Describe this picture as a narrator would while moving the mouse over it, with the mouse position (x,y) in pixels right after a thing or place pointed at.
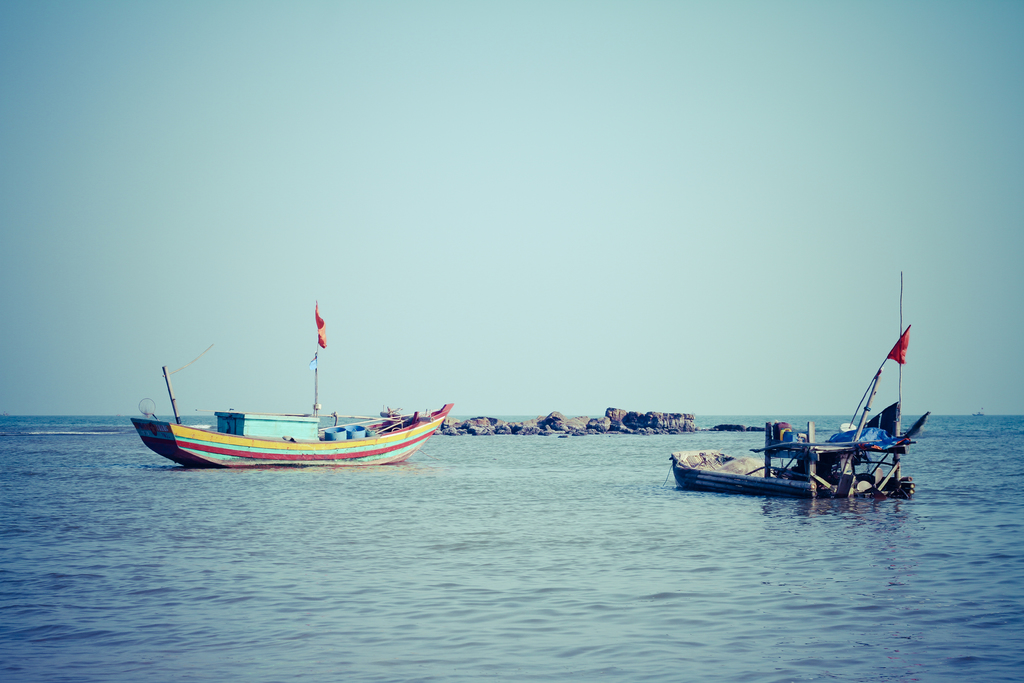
In this image there is water (394,558) at the bottom (532,465). In the water (123,433) there are two boats (178,456). In the middle (561,423) there are stones (561,423).
